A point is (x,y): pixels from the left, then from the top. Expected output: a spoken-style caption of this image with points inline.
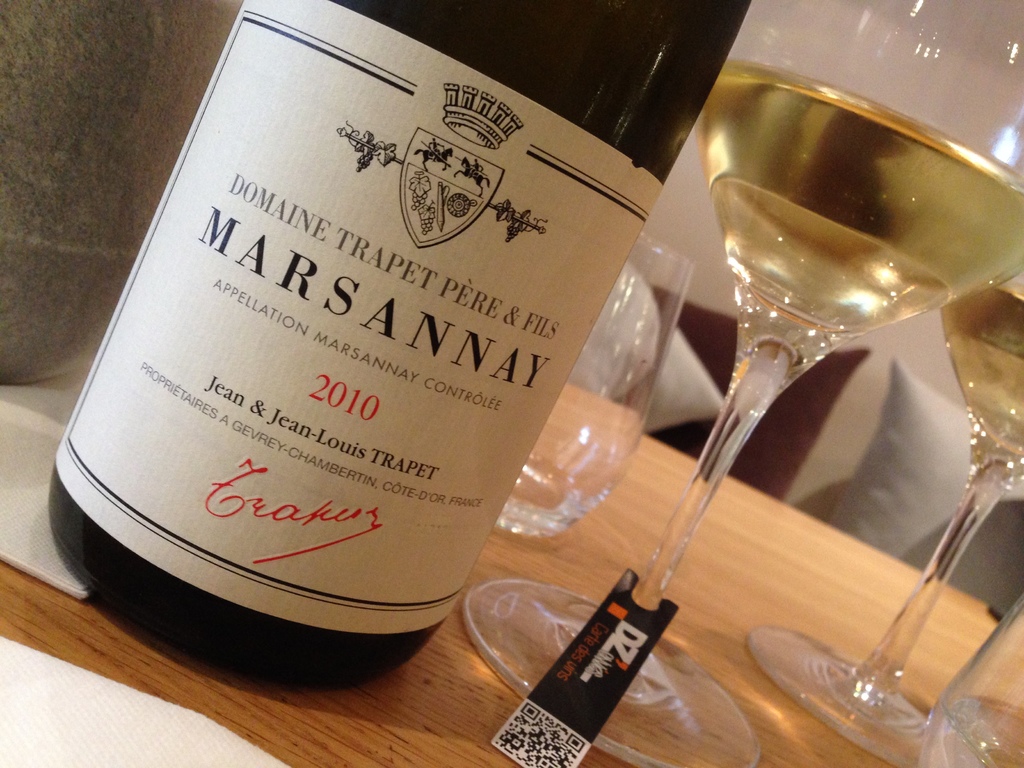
In this image we can see the bottle (595,25), glasses (658,318) filled with liquid (989,376) and placed on the wooden surface (700,607).
